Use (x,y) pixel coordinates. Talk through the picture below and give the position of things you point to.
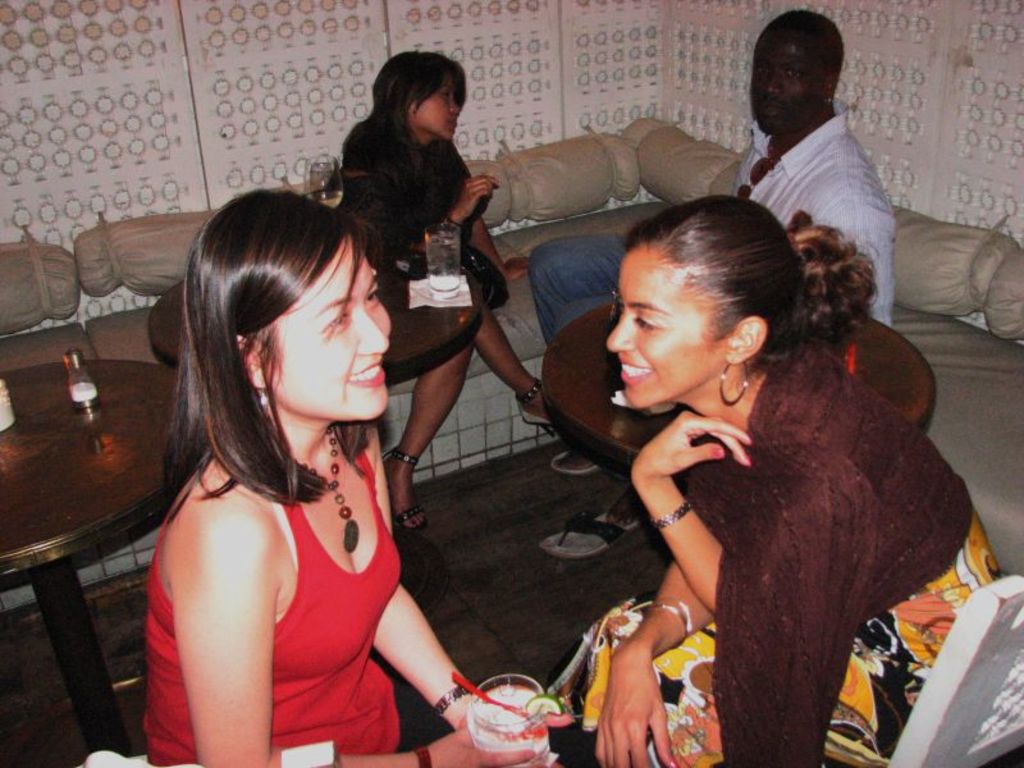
There are some people (782,457) sitting. There are tables (79,434). On the tables (410,354) there are glasses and some items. In the back (275,81) there is a sofa (549,197) and a wall (451,50). In front (497,733) a lady (361,573) is holding a glass (509,729) with some items (505,703) in that.
